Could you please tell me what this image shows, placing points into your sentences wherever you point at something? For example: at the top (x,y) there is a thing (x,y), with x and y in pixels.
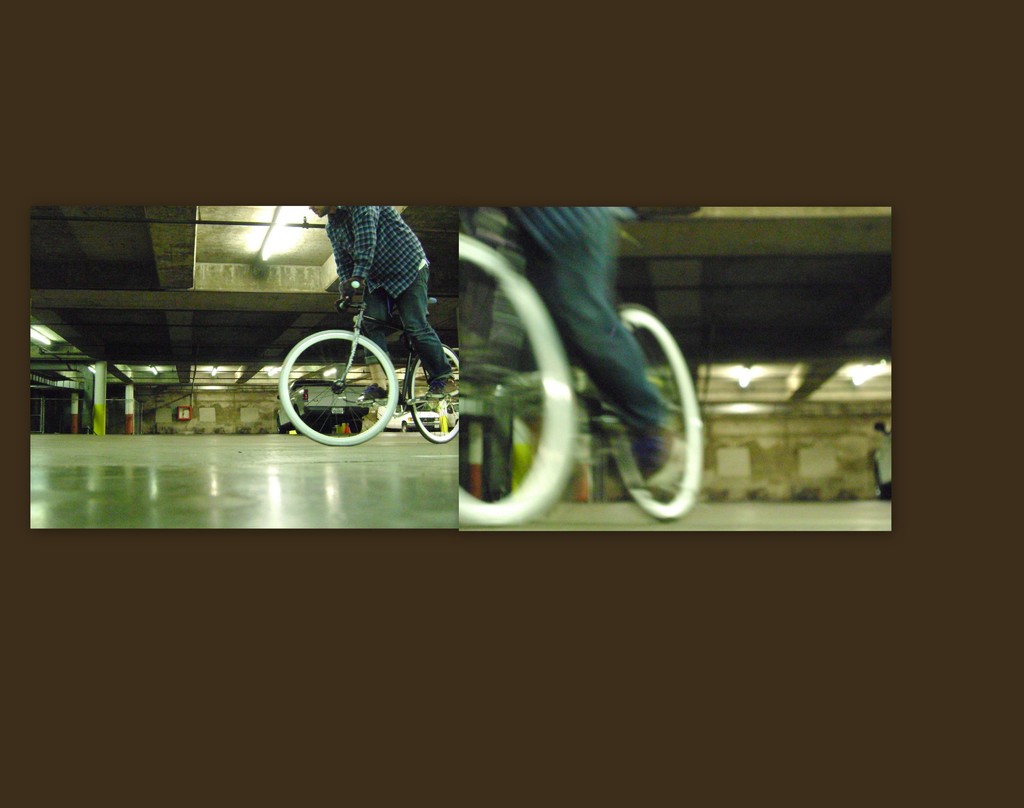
In this image we can see two collage pictures, in both the pictures there are walls (218,403), ceiling (291,322), lights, also we can see two persons (602,252) are riding bicycles (455,356), in one picture there are vehicles (349,401), and pillars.
